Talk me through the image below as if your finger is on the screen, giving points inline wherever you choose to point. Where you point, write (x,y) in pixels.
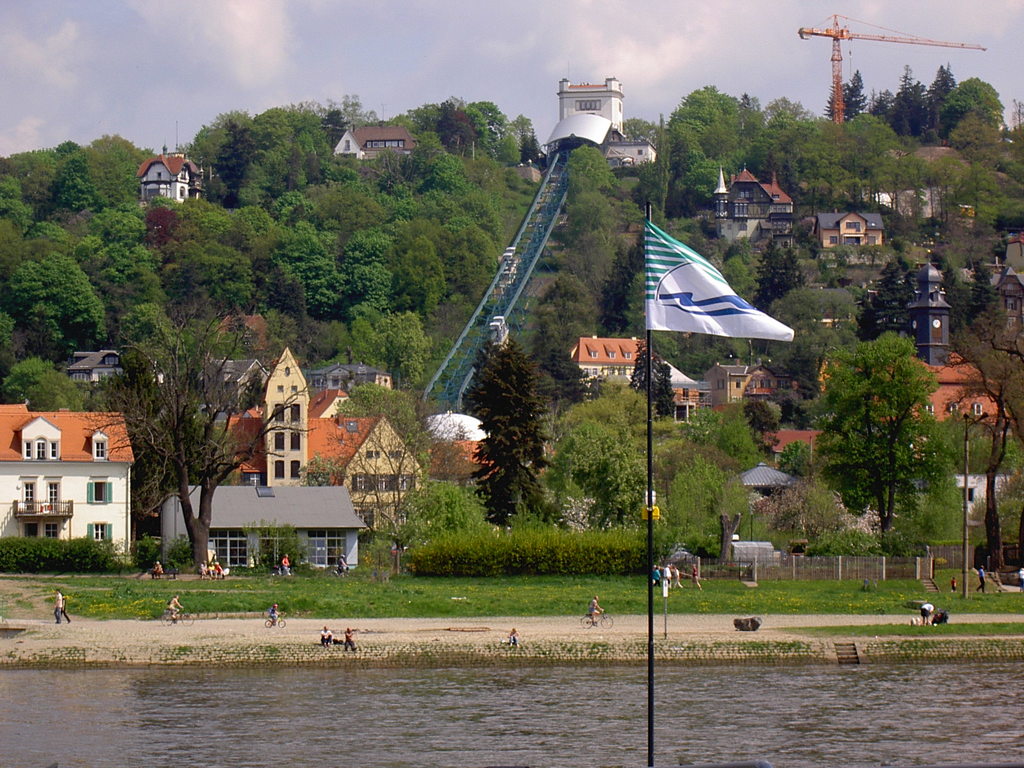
In this picture, there is a hill (474,192) filled with trees (405,300) and houses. At the bottom (551,706), there is water (640,666) and a pole (651,746). Beside the water (344,741), there is a lane (89,619). On the lane (186,623), there are people (174,598) roaming around. On the top (624,46), there is a sky (624,46) with clouds (439,31).
